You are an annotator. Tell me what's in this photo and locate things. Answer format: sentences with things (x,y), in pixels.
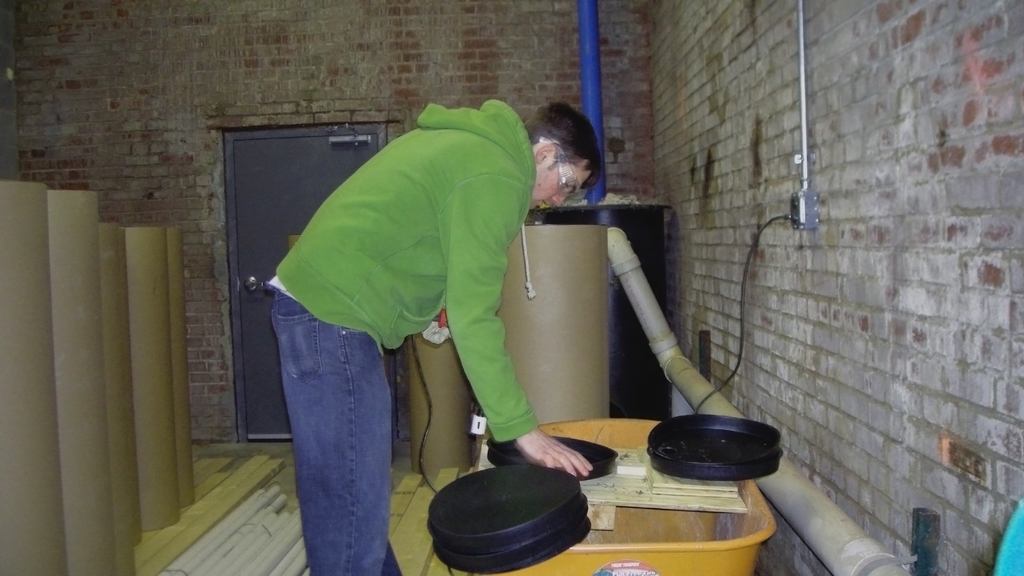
This is the man (434,269) standing. He wore a jerkin (382,257), goggles (570,187) and trouser (352,502). This looks like a table (737,534). I can see few objects (486,525) on it. I think these are the kind of barrels (161,326). This is a pipe (871,539). Here is the wall (894,101), which is built with the bricks (244,65). I can see a door (249,264) with a door handle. These look like the pipes (220,533), which are placed on the floor (293,479).
